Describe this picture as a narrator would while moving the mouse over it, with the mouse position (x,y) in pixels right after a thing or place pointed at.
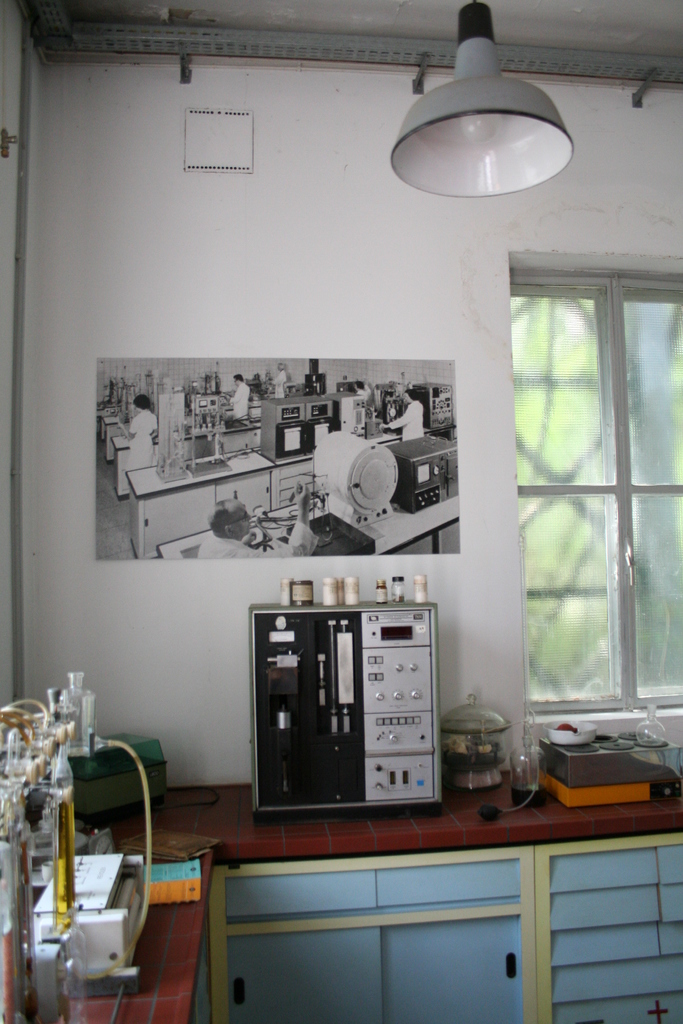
In this image I can see the countertop (502,823). On the countertop (503,834) there are many electronic gadgets (384,743) and some items (495,742). In the back (181,517) I can see the paper (211,423) and the window (639,434) to the wall (218,220). I can see the trees (552,531) through the window (545,444).
